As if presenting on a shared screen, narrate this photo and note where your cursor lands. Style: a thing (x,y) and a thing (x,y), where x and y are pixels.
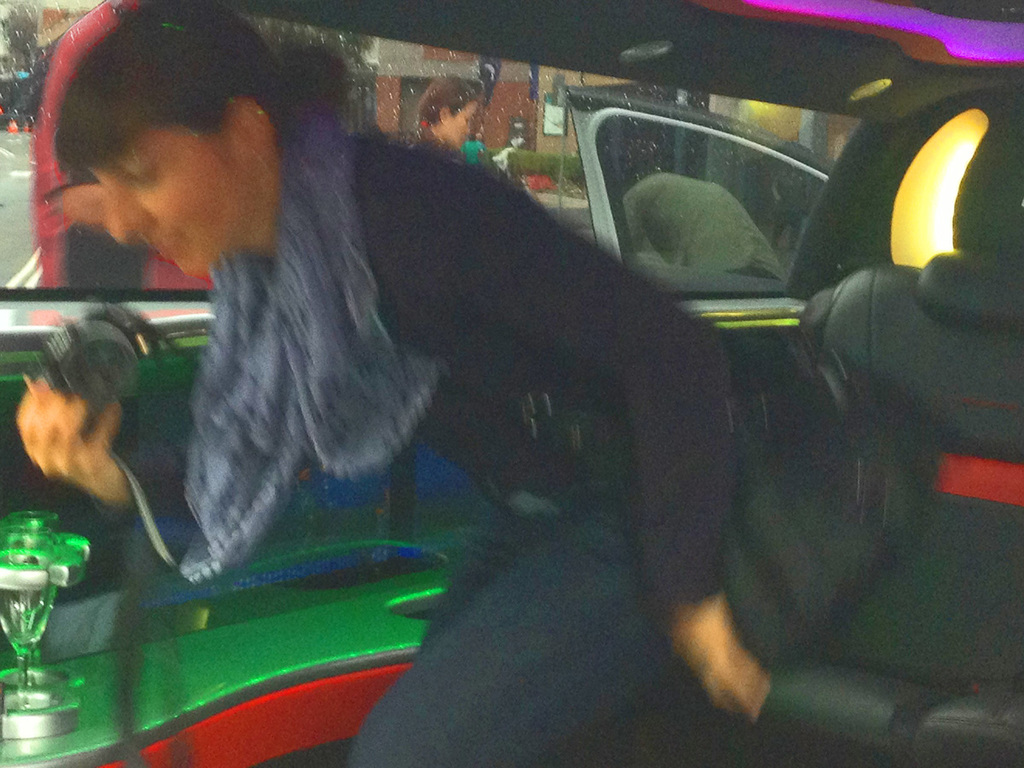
In this image, there are a few people (451,195). Among them, we can see a person (147,247) holding some object (87,391) is in a vehicle (54,657). We can see the building (389,120) and a pole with a board (552,126). We can also see some blue colored objects (488,85). We can see some plants (527,152) and some objects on the top left (30,27).
